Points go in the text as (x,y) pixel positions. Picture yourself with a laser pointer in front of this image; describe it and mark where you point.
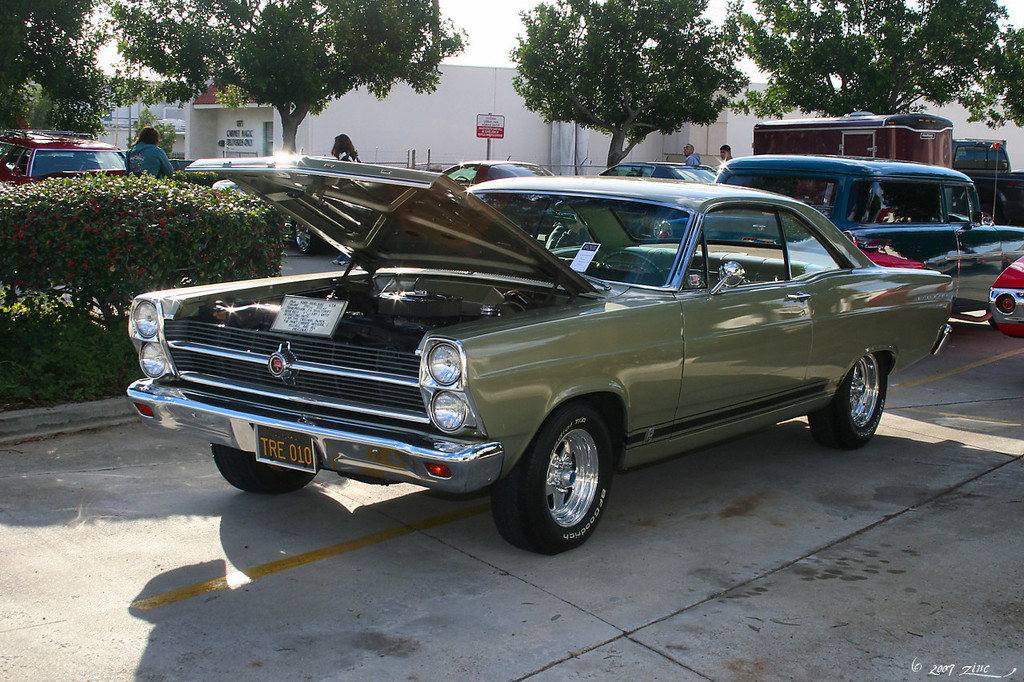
In this image there are cars (683,400) on a road (962,379), in the background (66,66) there are people (688,158) standing near the cars (620,164), trees (672,54) and buildings (451,84).
